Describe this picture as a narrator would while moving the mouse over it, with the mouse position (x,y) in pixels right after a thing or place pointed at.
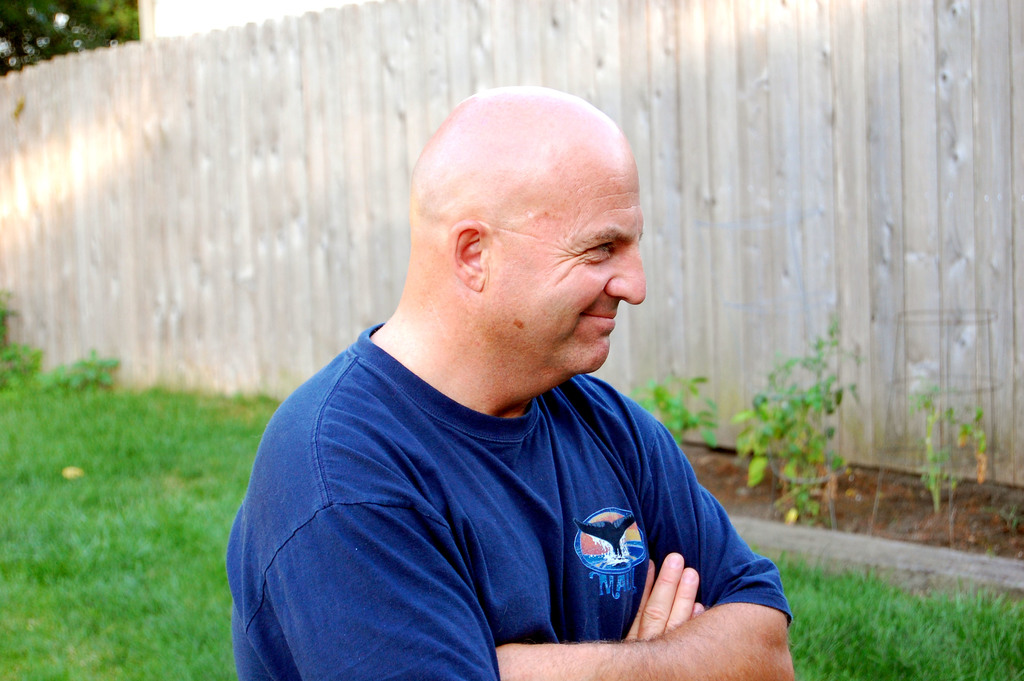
There is a man (413,374) smiling and wore blue shirt (351,550) and we can see grass (879,630). Background (1009,46) we can see wall (623,45) and plants (17,39).
